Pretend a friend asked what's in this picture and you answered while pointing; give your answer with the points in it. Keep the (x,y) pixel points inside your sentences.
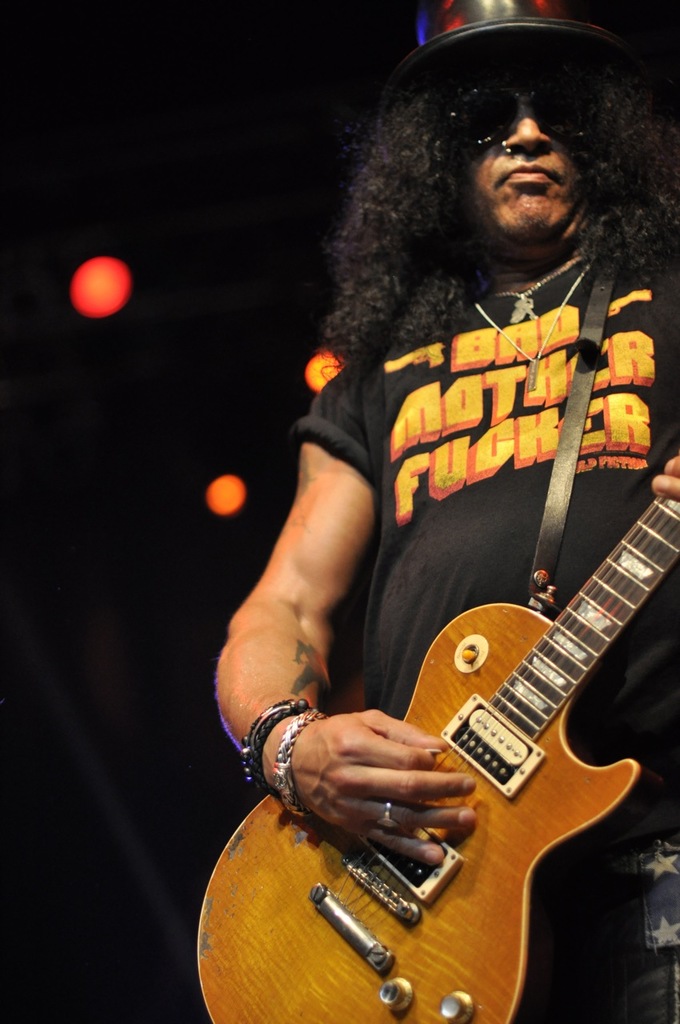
In the image we can see there is a person (421,344) who is holding a guitar (642,523) in his hand (675,475) and he is wearing a black hat (468,40).
